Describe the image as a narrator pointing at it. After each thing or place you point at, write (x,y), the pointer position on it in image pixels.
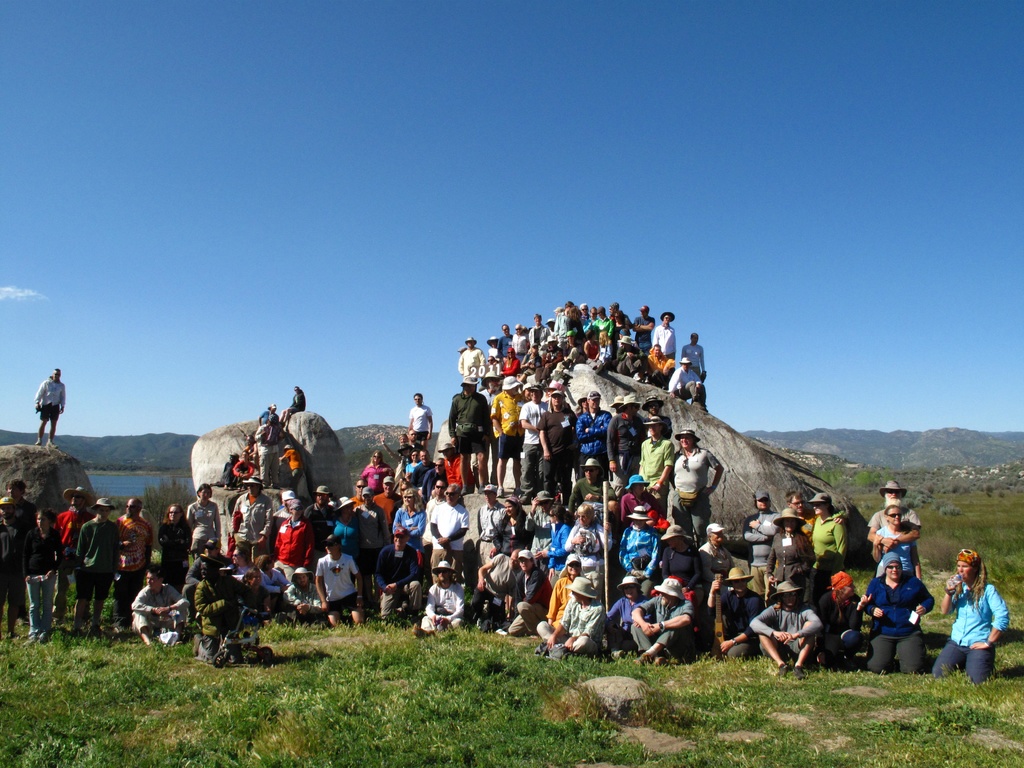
In the picture I can see a group of people (506,609) among them some are sitting and some are standing. In the background (749,489) I can see the sky (311,258), water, grass (425,689), rocks (749,489) and some other things.
